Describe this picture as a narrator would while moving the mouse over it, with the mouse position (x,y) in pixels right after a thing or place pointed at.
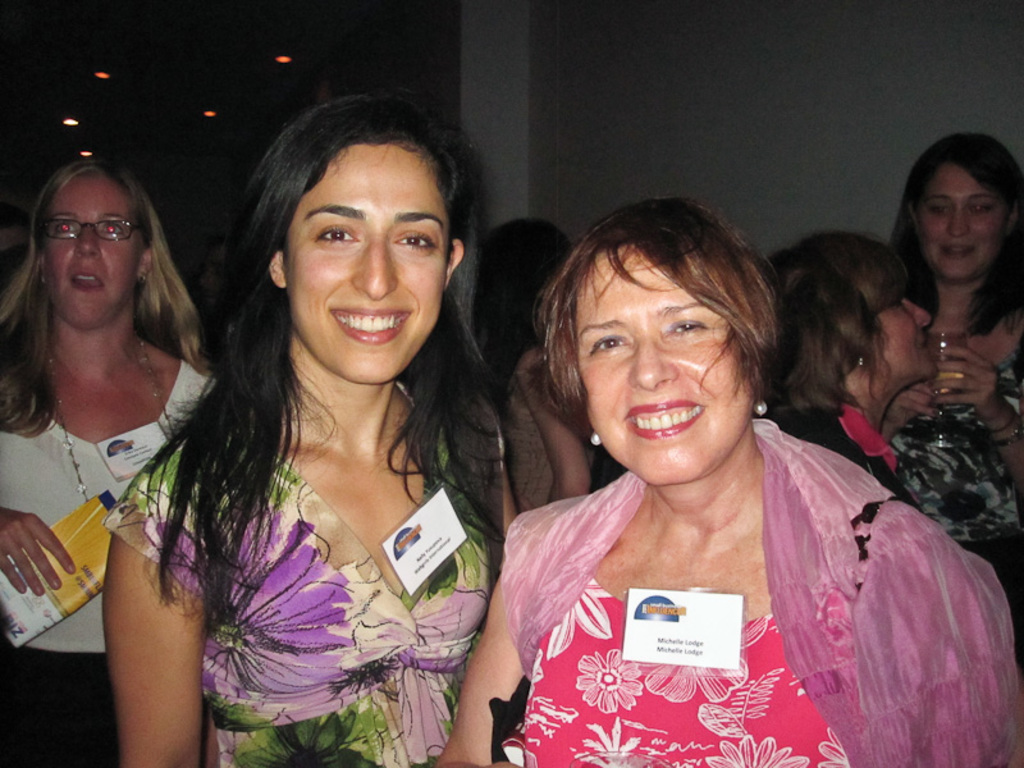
As we can see in the image in the front (250,323) there are group of women (522,384) standing and there is wall (561,170). The image is little dark.
